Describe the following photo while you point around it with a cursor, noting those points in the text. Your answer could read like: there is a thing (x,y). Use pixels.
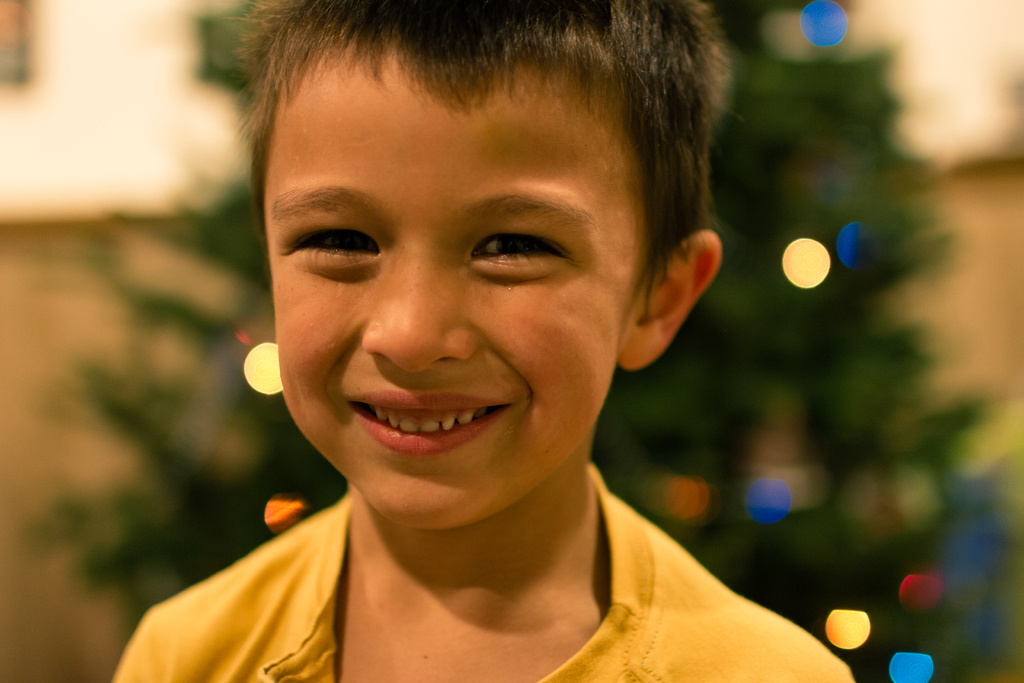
In the picture I can see a child (312,676) wearing a yellow color dress (729,623) is smiling. The background of the image (176,531) is blurred, where we can see a tree (808,133) and lights (809,282).
